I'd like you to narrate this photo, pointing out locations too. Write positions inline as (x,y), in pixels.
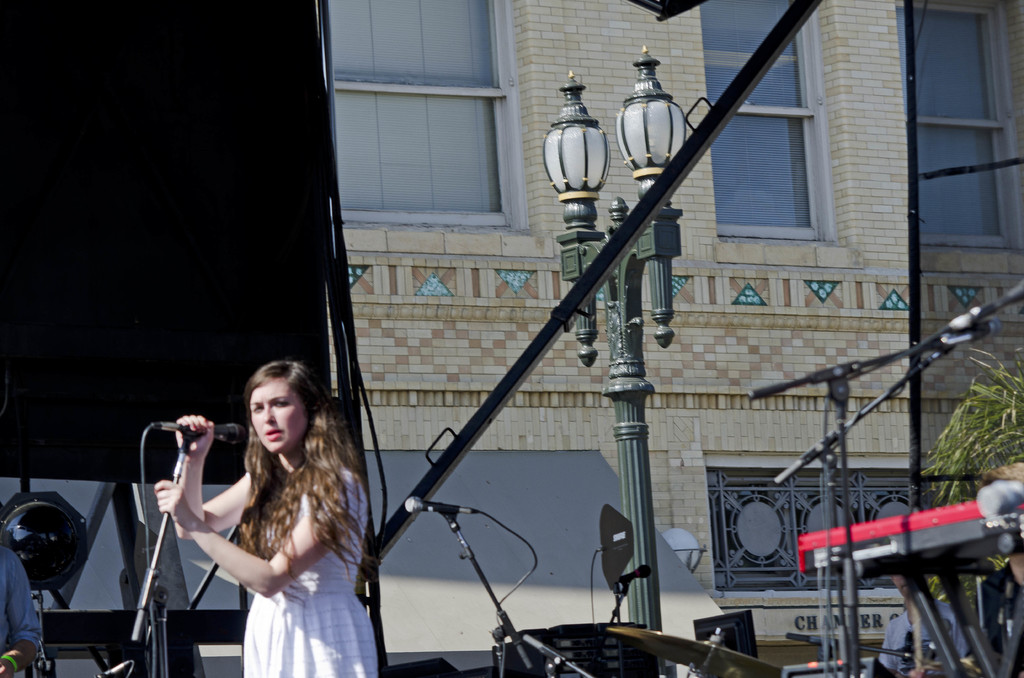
In this image I can see a woman (216,514) holding mic (222,431) in her hand (201,448). In the background (560,160) I can see a street light (569,260) and a building (735,329). I can also see few musical instruments (675,639) over here.
